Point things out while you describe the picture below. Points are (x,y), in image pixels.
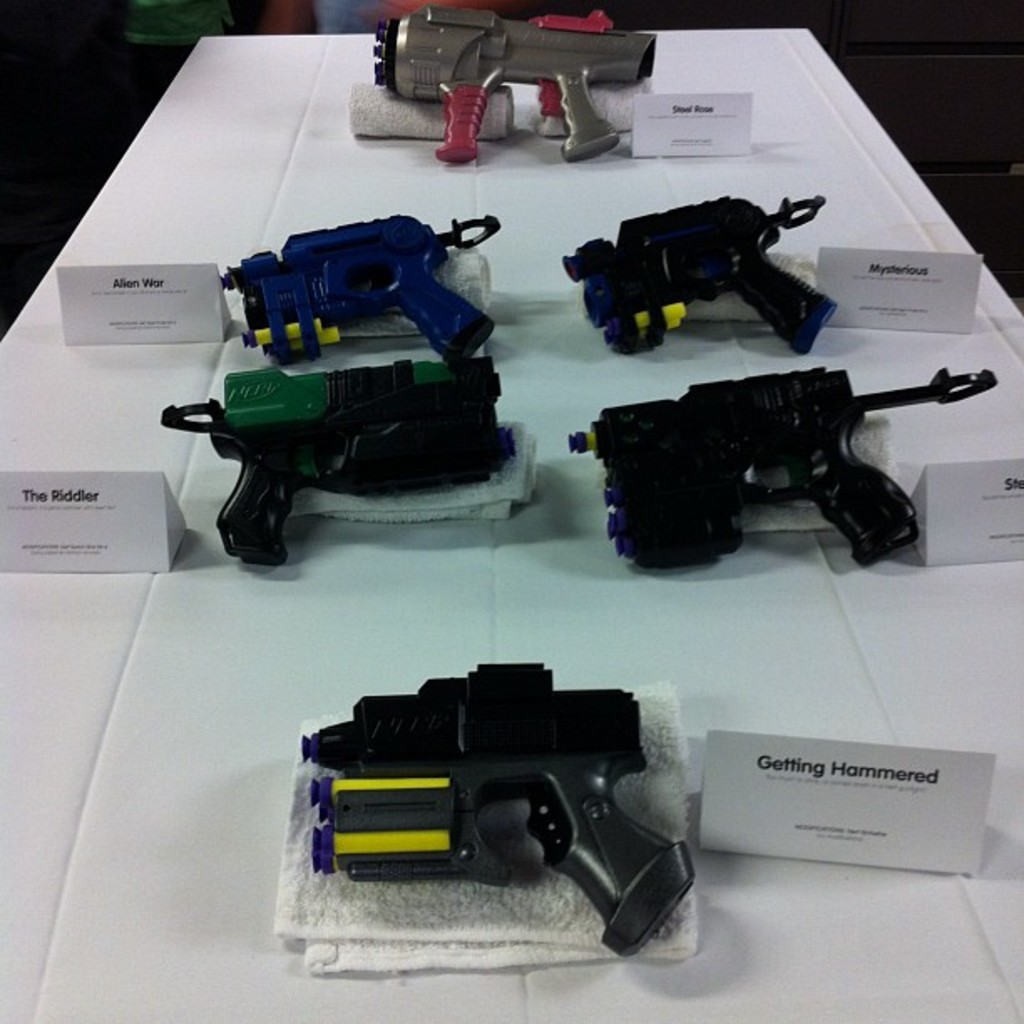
In the image on the white surface (668,193) there are different types of guns (506,72). Those guns (544,784) are on the white cloth (336,915). Besides them there are white paper (101,535) with something written on it.
